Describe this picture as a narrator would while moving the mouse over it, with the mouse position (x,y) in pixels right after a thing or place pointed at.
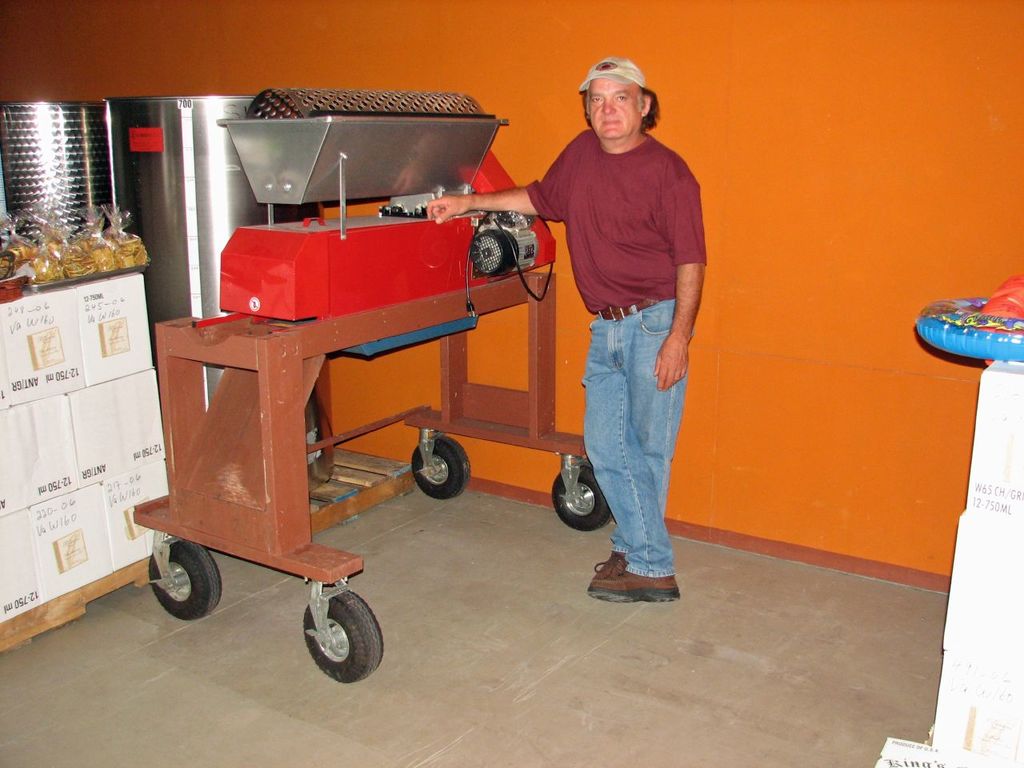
Beside this man (628,215) there is a table (294,330) with wheels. Above this table (555,358) there is an electrical machine (310,186). These are containers (182,170). On these boxes (13,322) there are food packets (47,242). Wall (793,299) is in orange color.
